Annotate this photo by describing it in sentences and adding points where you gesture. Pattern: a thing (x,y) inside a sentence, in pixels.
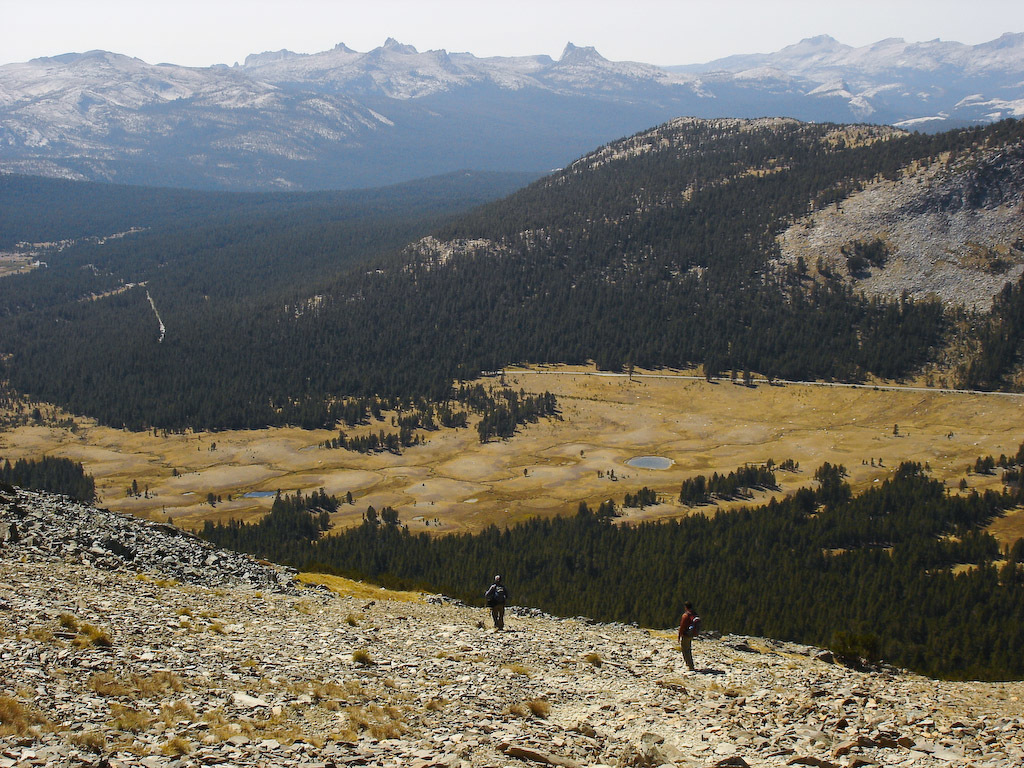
In this image I can see two people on the ground (521,606). In the background (317,355) I can see many trees (414,285), mountains (512,162) and the sky (699,41).
